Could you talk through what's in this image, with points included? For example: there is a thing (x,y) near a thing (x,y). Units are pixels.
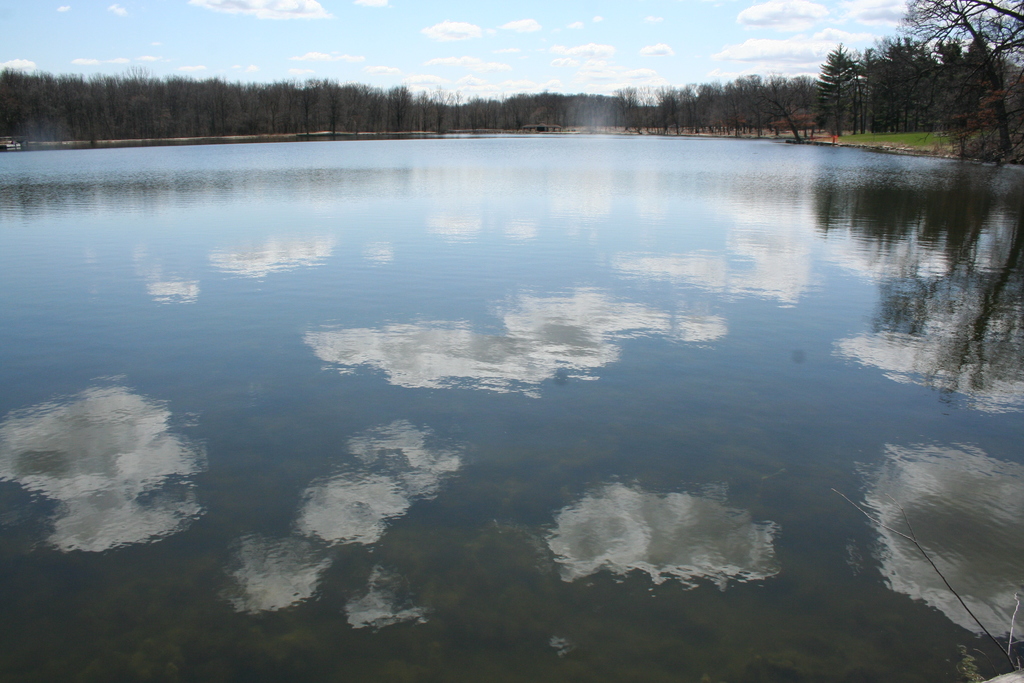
In this picture, we see water (598,369) and this water (729,325) might be in the lake (664,334). There are trees (763,126) in the background (794,88). At the top of the picture (405,46), we see the sky (467,60) and the clouds (451,68).
